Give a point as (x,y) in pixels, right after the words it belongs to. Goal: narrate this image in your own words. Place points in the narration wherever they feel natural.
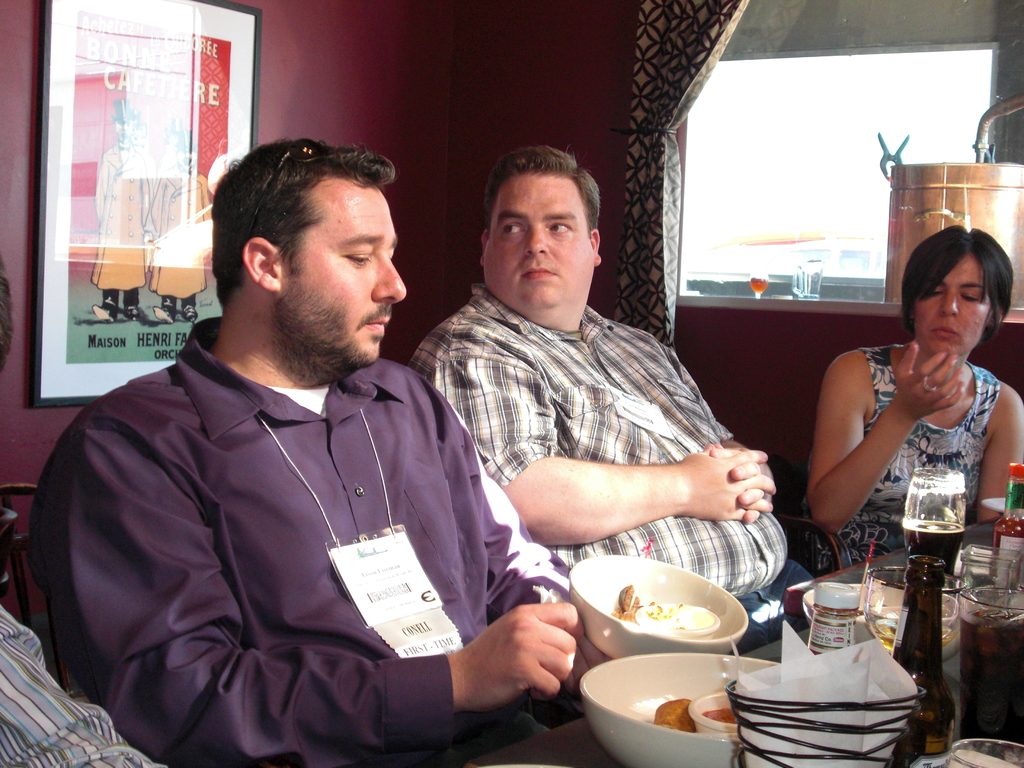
This picture shows three people (598,440) seated on the chairs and we see some bowls (626,625) and some food (662,617), bottles (1007,542), sauces (1009,505) on the table (969,689) and we see a photo frame (126,172) on the wall (283,84).
